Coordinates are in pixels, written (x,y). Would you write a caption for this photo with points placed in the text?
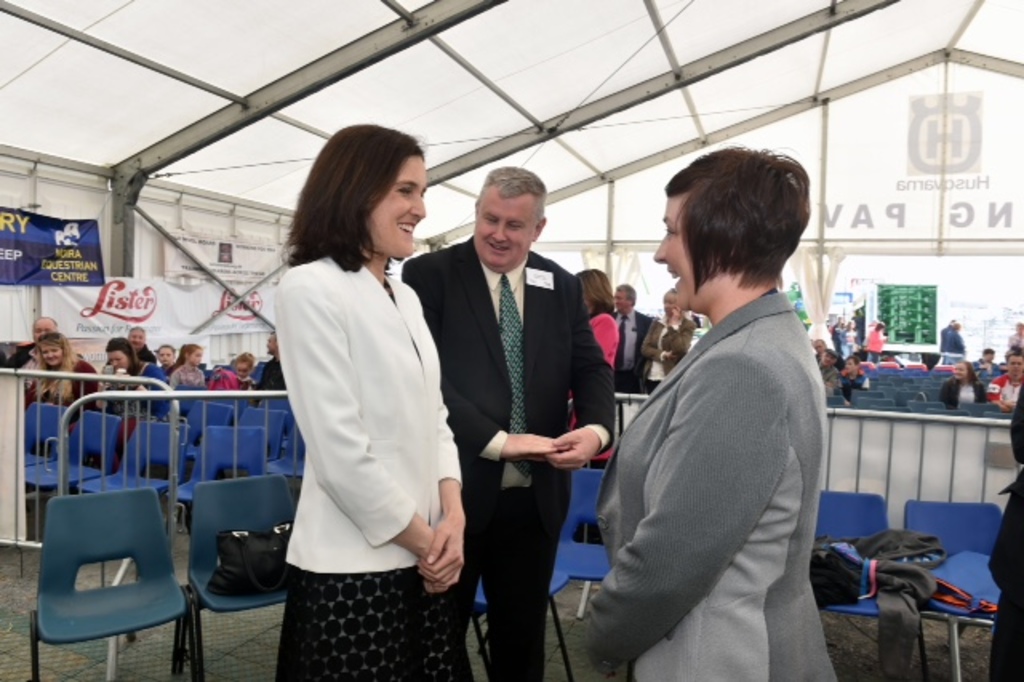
Two women (371,214) are standing and talking to each other. There is a man (496,399) beside them. There is a barrier wall (29,377) behind them. Beside the wall (71,387) there are some chairs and people (199,354) are sitting in them.
